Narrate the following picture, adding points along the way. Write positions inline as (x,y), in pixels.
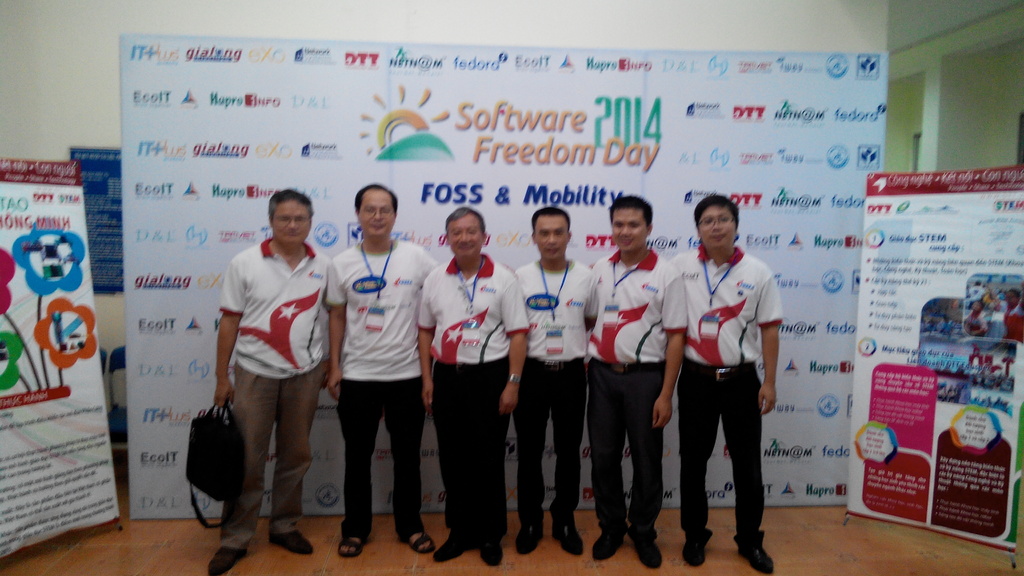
There are 6 men (409,295) standing on the floor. On the left (240,445) the first person (259,436) is holding a bag (229,437) in his hand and the remaining 5 men (410,392) are having ID card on their neck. In the background (973,237) there are hoardings (196,303), chairs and wall (97,21).
